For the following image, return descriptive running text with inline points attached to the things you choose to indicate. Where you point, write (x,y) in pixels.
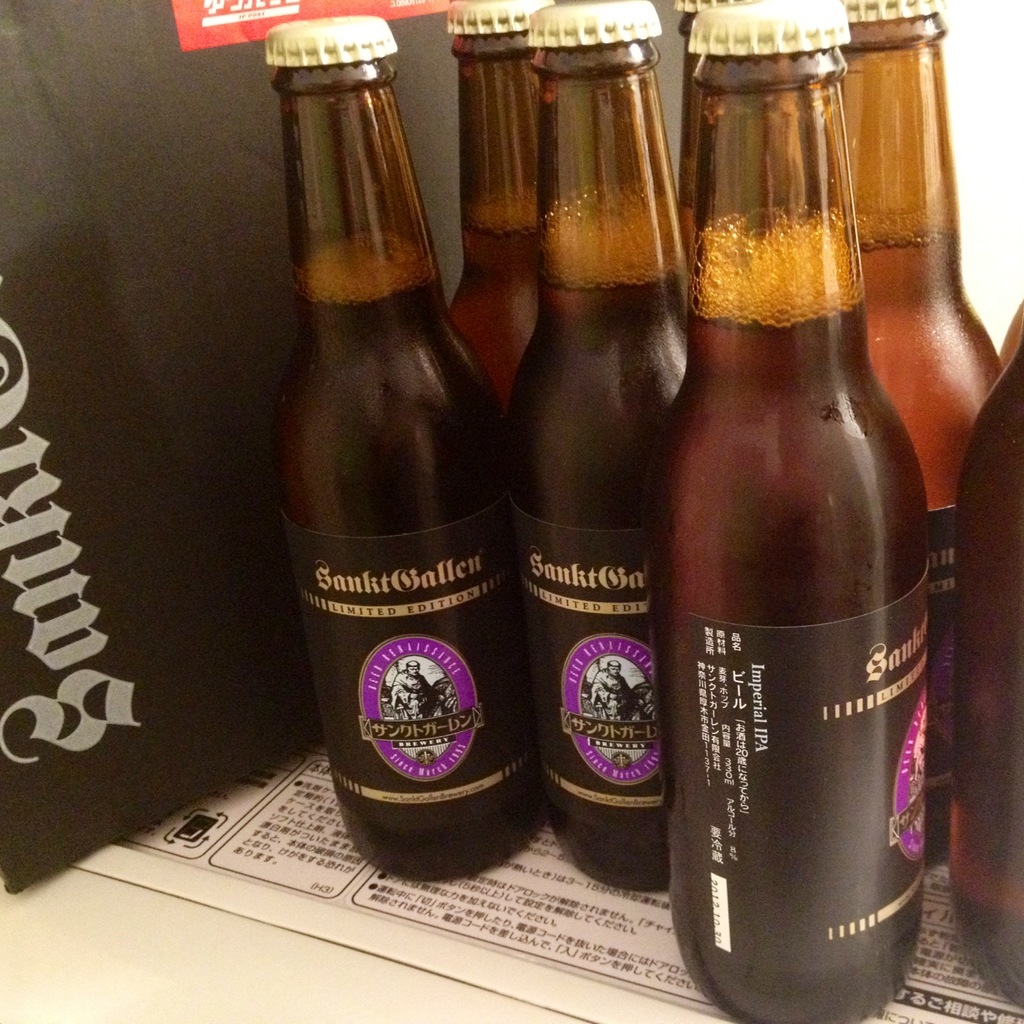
There are some bottles (562,569) placed in the shelf (384,907) on a paper (347,874) in this picture.
